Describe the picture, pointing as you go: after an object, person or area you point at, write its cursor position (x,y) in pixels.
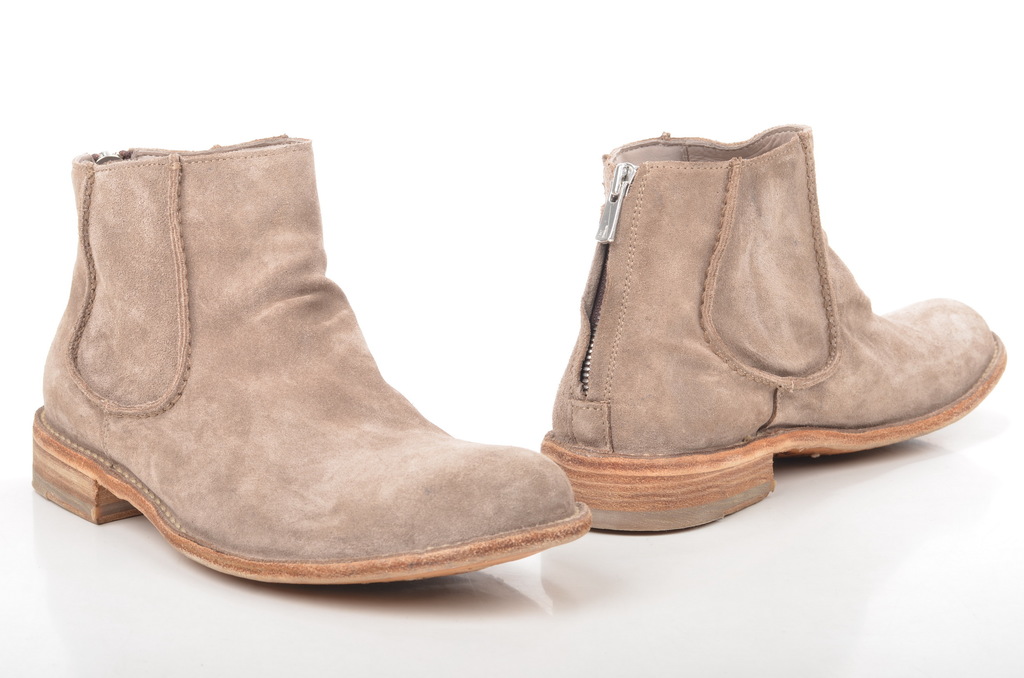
On the left side (331,331), there is a brown color shoe (304,508) on a surface (627,613). On the right side (697,166), there is another shoe (865,339) on the surface (865,468). And the background (220,109) is white in color.
